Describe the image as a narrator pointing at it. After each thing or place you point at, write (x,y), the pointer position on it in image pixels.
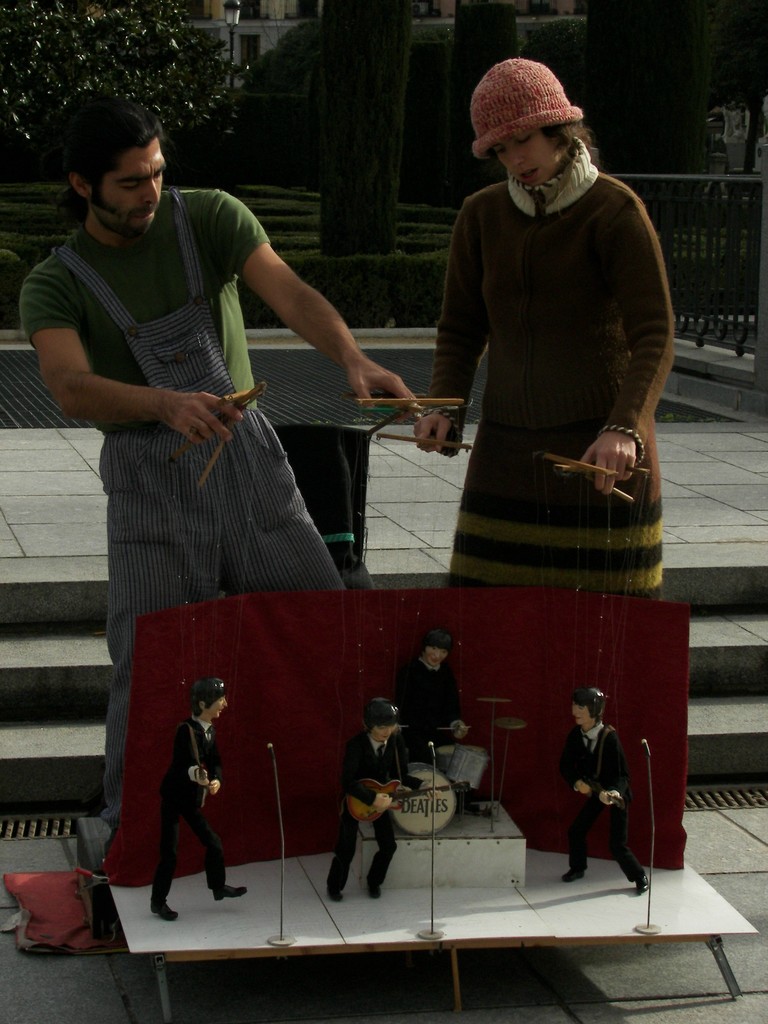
In this image I see a man (199,416) and a woman (511,530) who are holding sticks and I see that there are ropes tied to it and those ropes (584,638) are tied to these puppets (392,772) and I see the miniature set of drums (415,775), guitars (396,805) and mics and I see the steps (19,797) and the path (743,446). In the background (29,263) I see the plants (327,184), bushes (9,134) and the fence (696,244) over here and I see the light pole (233,77) over here and I see that this woman (448,423) is wearing a cap (494,133).
